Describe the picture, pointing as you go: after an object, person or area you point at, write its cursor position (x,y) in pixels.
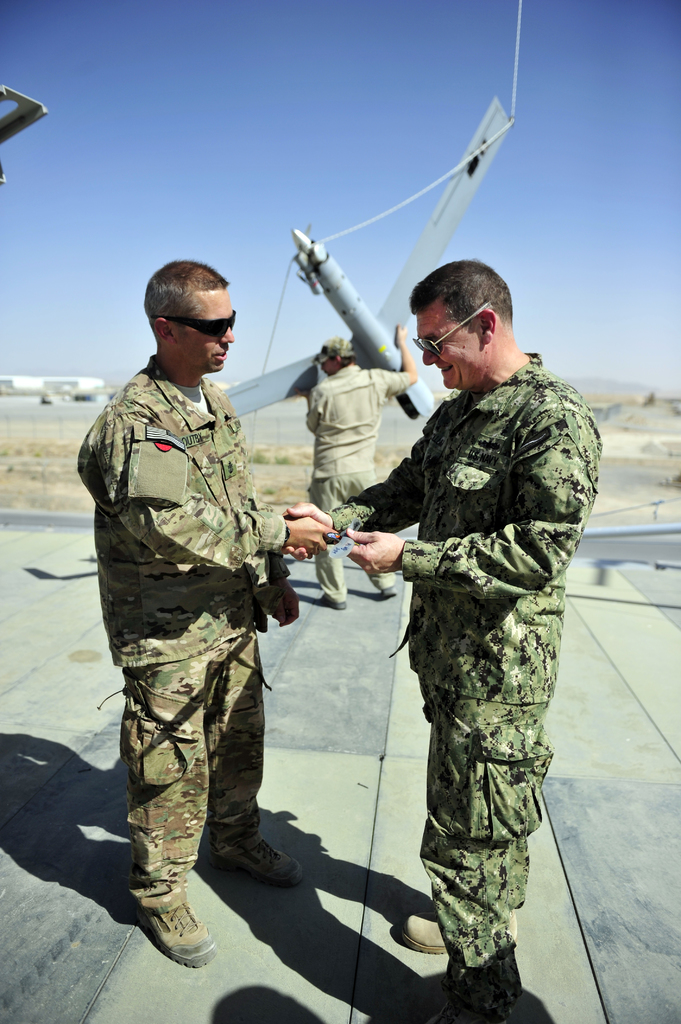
In this picture we can observe three members (389,488) standing. Two of them were shaking hands (299,521) and wearing spectacles (191,323). The third person (347,415) was holding something. It is looking like a missile (301,275). In the background (185,165) there is a sky (187,152).
